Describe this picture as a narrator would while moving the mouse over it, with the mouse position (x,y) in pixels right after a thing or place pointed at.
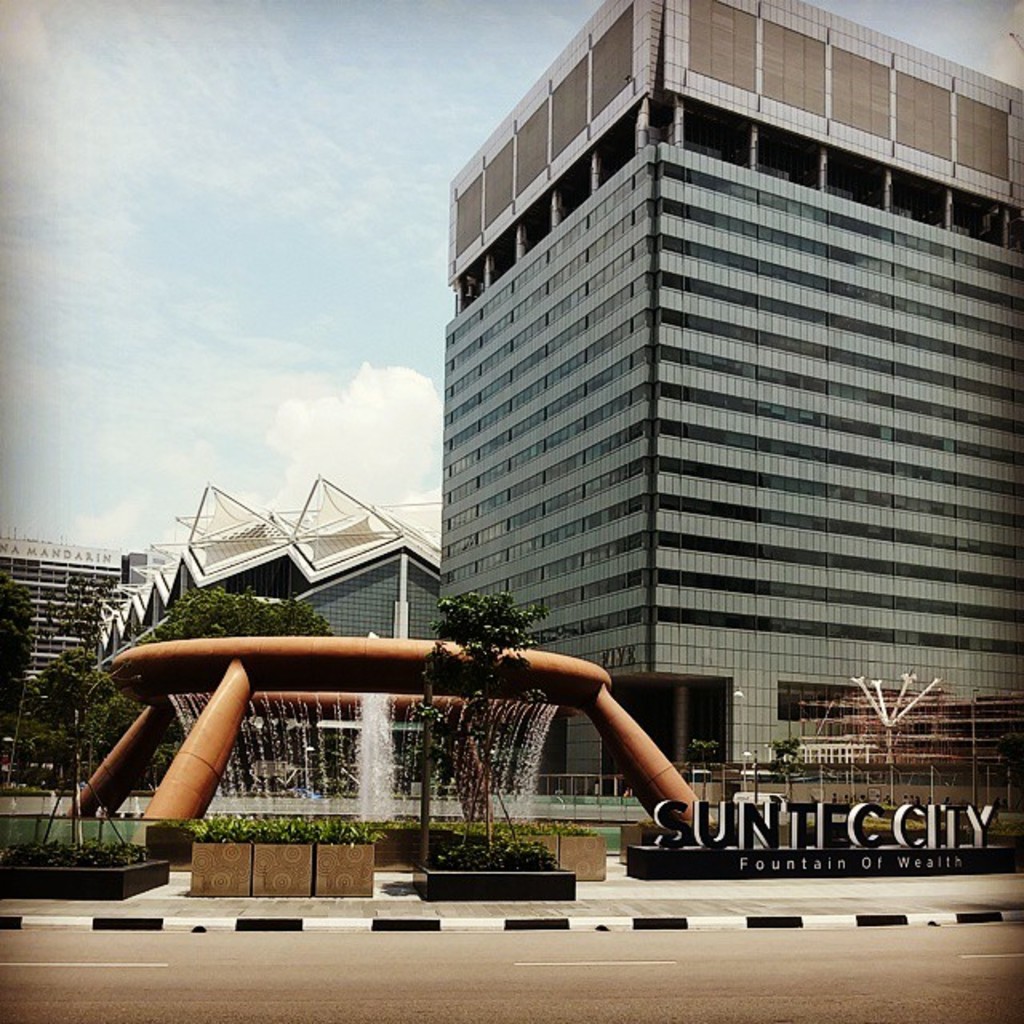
As we can see in the image there are buildings (563,521), trees (214,607), plants (529,844), fountain (320,798), sky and clouds (305,501).
